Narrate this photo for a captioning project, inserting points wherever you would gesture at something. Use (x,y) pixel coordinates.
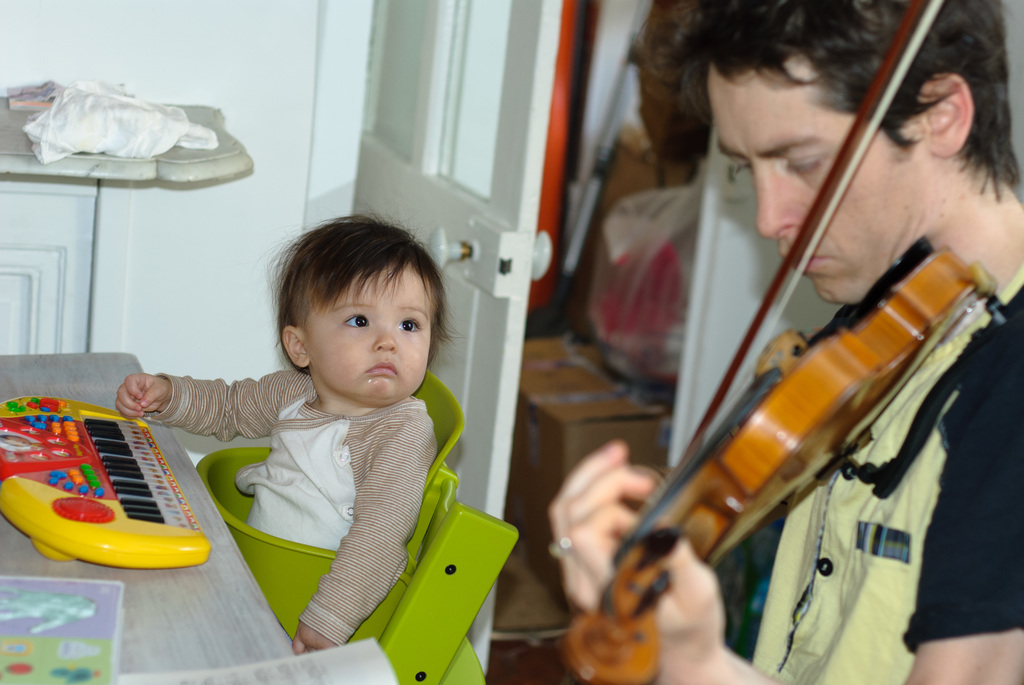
In this image, There is an inside view of a room (614,159). There is a person (827,148) on the right side of the image (897,174) wearing clothes (859,529) and playing a violin (661,513). There is a kid (334,330) on the left side of the image (329,239) sitting in front of the table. This table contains piano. There is a door (539,88) in the center of this image (540,241).
